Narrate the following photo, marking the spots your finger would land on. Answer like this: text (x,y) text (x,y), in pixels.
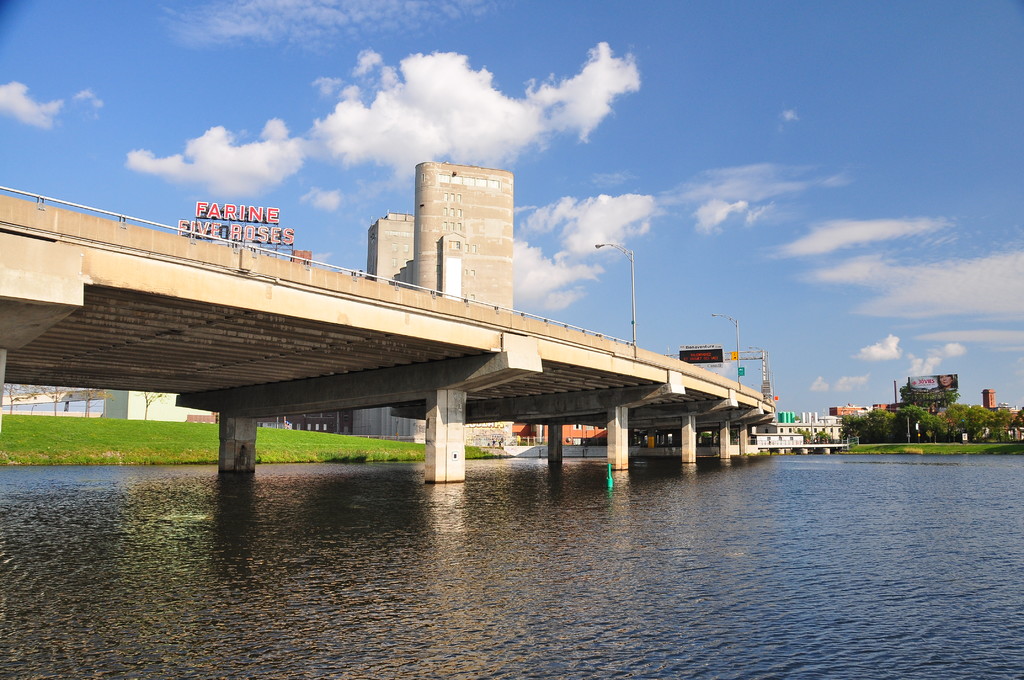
In this picture we can see the grass (105,439), water (479,522), bridges (418,356), poles (764,379), buildings (379,249), trees (906,415), banner (932,379), some objects (919,437) and in the background (826,408) we can see the sky (560,176) with clouds (441,118).
